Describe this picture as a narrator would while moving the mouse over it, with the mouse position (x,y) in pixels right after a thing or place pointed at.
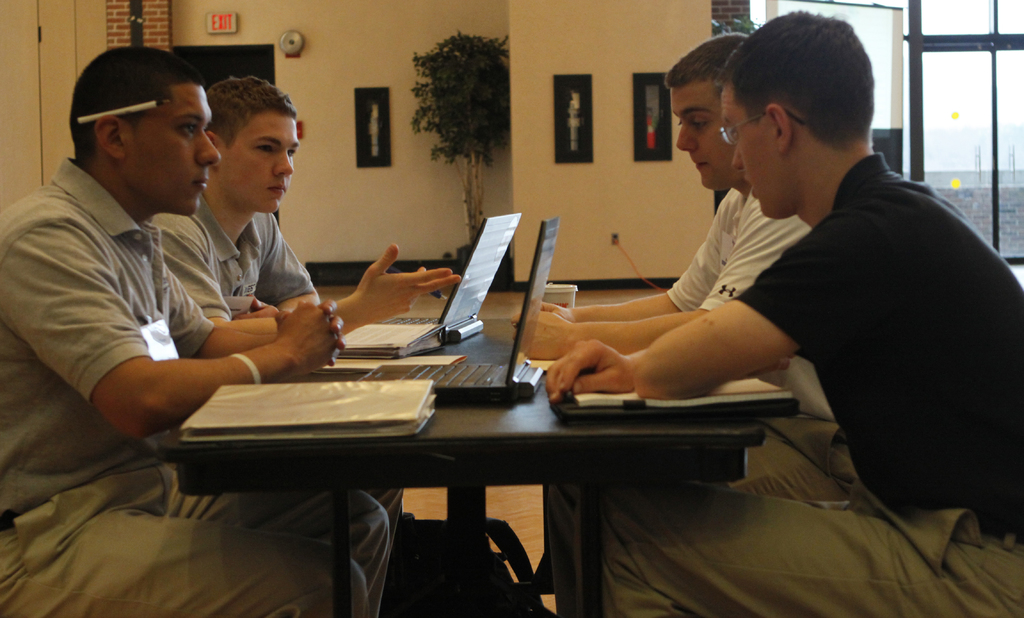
in a room (566,372) there is a black table (488,425) on which there are books (229,426) and laptops (482,379). 4 people (126,494) are seated around the table (514,406). the person (873,383) at the right (895,373) is wearing black t shirt (856,303). the person (732,254) next to him is wearing white t shirt (735,266). at the left (174,277) 2 people (203,269) are wearing grey t shirts (229,260). behind them there is a white wall (595,210) on which there are photo frames (659,114), a plant (458,90), bell (284,43) and a exit board (227,31). at the right (942,61) there are windows (965,171).
